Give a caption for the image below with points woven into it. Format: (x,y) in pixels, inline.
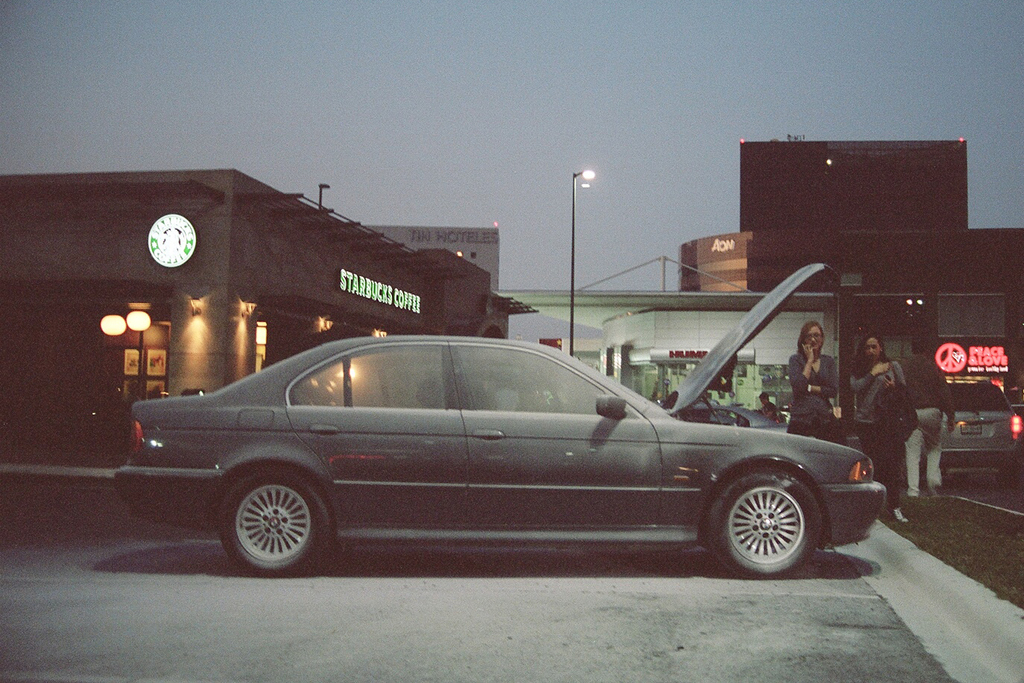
In this image, in the middle (553,356), we can see a car (652,494) which is placed on the road (703,639). On the right side (767,398), we can see a group of people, vehicle (965,419). On the left side (248,259), we can see a building (68,309), lights (139,346), door (160,356). In the background (649,308), we can see a street light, buildings (670,319). At the top (534,100), we can see a sky (551,122).
